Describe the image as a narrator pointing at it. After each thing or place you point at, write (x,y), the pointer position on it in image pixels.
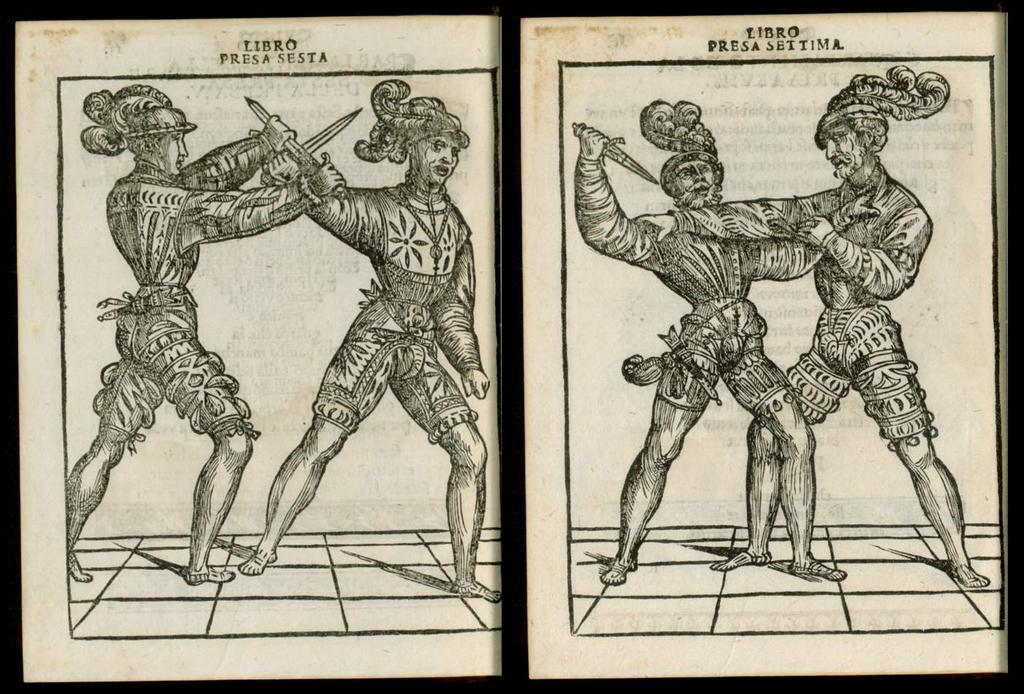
In this picture we have two frames (479,169) where these two frames (284,186) are belonging to some art of fighting with sword (616,151) in their hand (600,153) and this people (164,249) are wearing costumes (719,342).
